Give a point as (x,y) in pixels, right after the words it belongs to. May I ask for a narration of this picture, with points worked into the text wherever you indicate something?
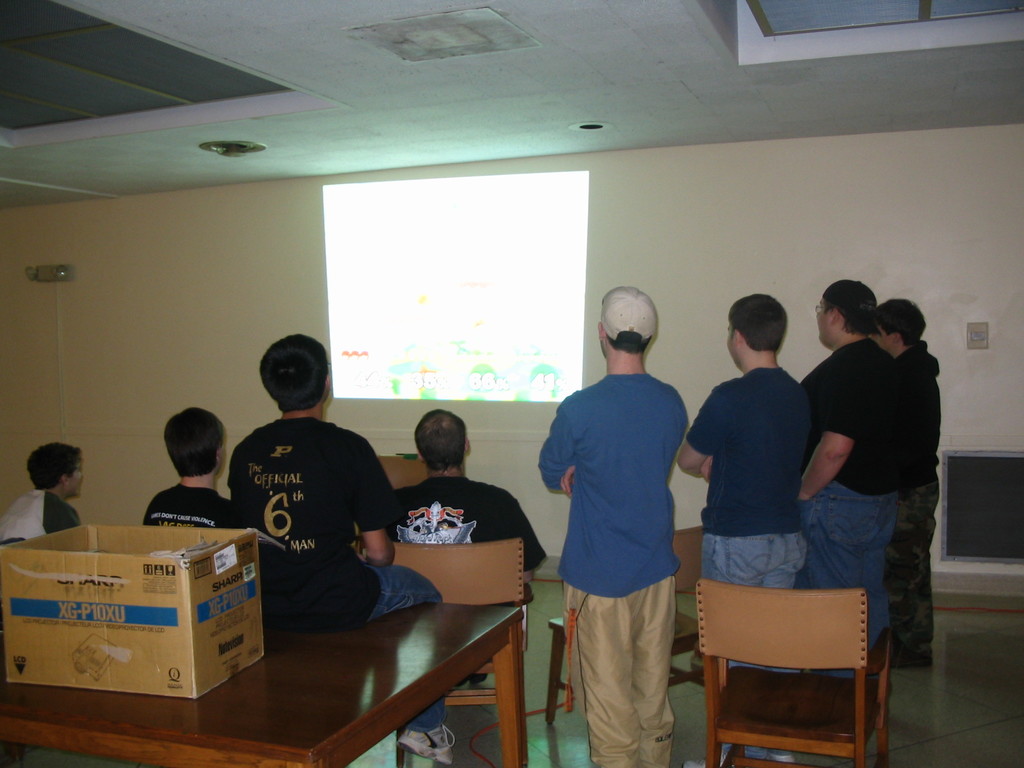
people (747,447) are standing on the right (736,424) and on the left (268,456) people (293,463) are sitting on the chairs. in the front (306,700) there is a table (270,691) on which there is a carton (132,634). at the back (426,259) on the wall (674,263), projector (486,250) is being displayed.
